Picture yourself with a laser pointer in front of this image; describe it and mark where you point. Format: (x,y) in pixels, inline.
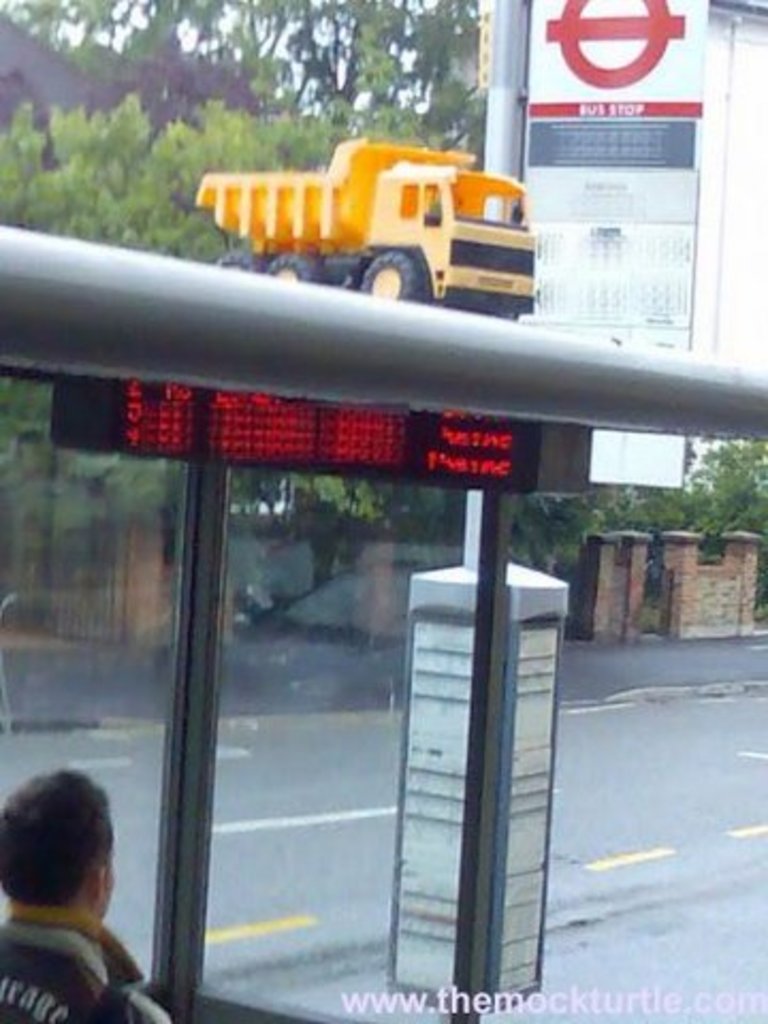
In this picture on the left corner (100,802), we can see a person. In the middle of the image (506,452), we can see some hoardings (541,795) and a toy vehicle (510,292), LCD display (453,451), metal rod (437,368). In the background (177,132), we can also see some trees (165,128), wall (751,596), at the bottom (655,805), we can see a road (592,805).
